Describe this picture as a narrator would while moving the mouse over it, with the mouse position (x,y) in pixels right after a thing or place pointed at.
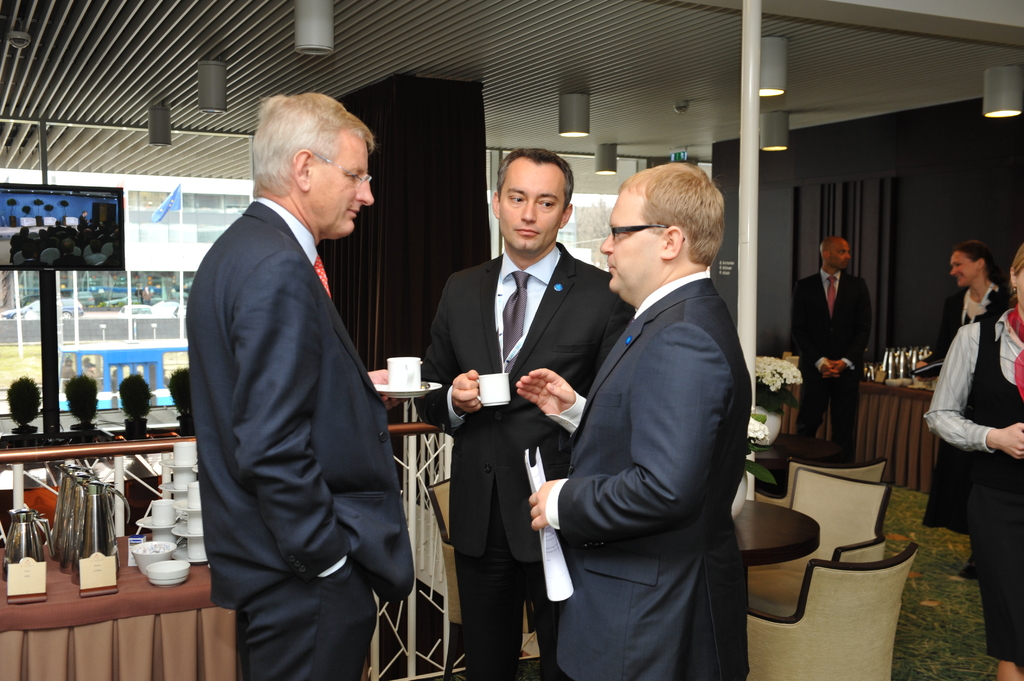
In this image we can see some people (460,308) standing on the floor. In that two men (457,417) are holding the cups (419,371). One person (557,479) is holding the papers (554,575). On the left side (179,613) we can see a table (112,596) containing a jar (109,519), cups (157,510), saucer (174,532) and some bowls (154,582). On the backside (138,405) we can see some plants (126,415), a television (49,253), the flag (163,209), pole (178,219), chairs (830,531), a flower pot (775,411) and a roof (679,133) with some ceiling lights (568,136).
